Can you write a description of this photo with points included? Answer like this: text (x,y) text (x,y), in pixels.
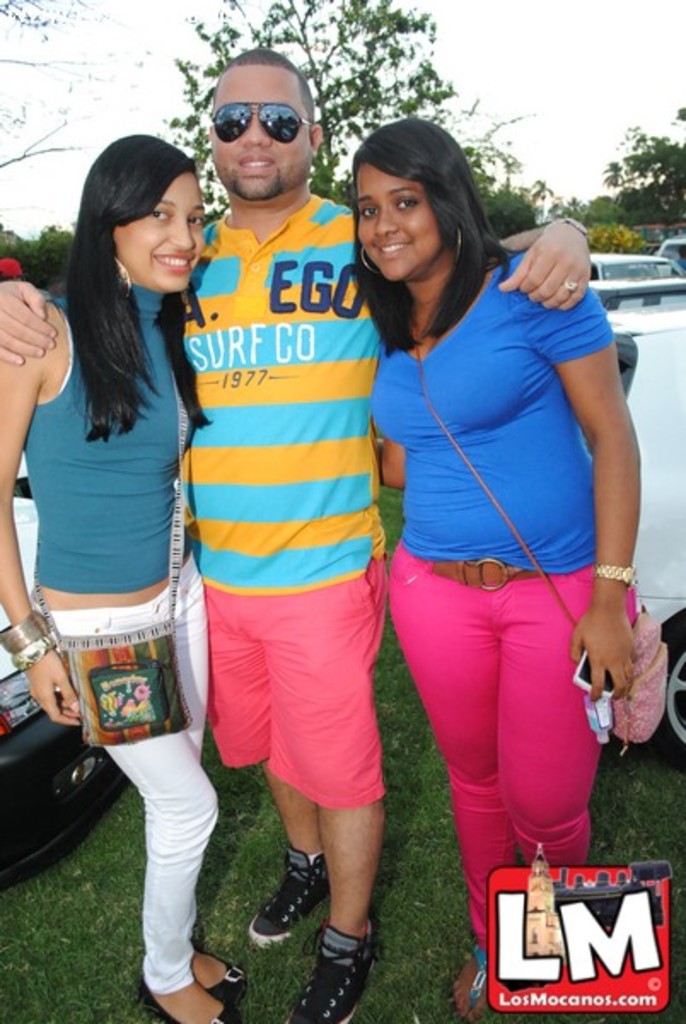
In the background (39,66) we can see sky (520,95), trees (356,105) and vehicles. Here we can see a woman (501,300) and a man (333,536) standing. They are smiling. This man (9,326) wore goggles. These are sling bags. Here we can see grass (115,929).
